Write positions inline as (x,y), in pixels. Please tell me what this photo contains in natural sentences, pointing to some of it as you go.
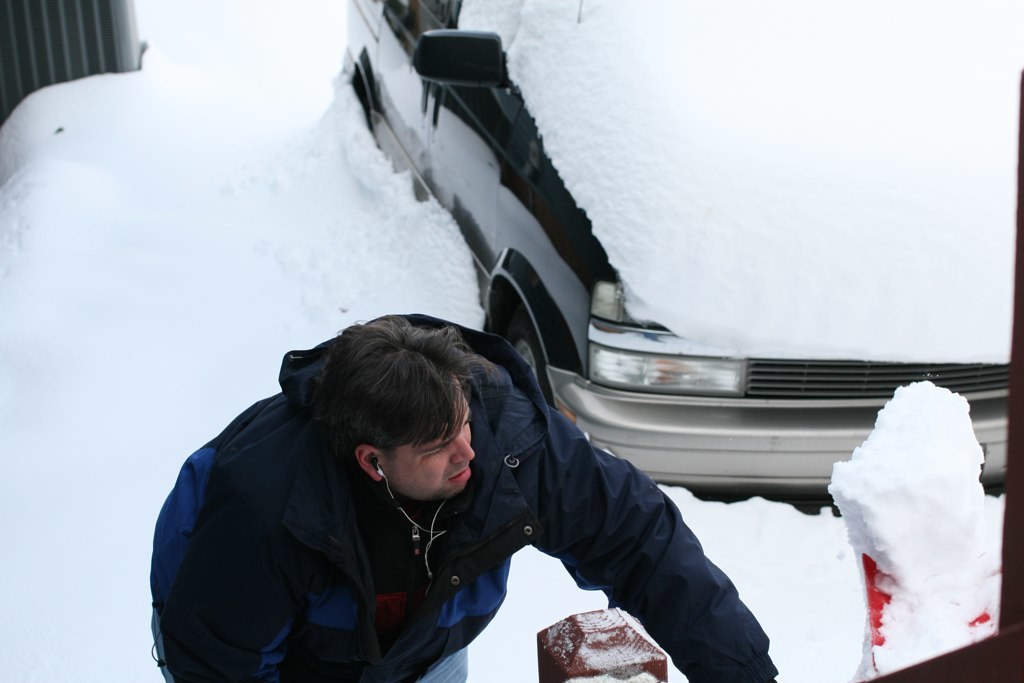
In this image I can see a man (252,408) in the front (306,439) and I can see he is wearing a jacket (432,587). I can also see an earphone (382,478) in his ear (367,463). In the background (152,449) I can see a vehicle (437,209) and snow (85,435).
